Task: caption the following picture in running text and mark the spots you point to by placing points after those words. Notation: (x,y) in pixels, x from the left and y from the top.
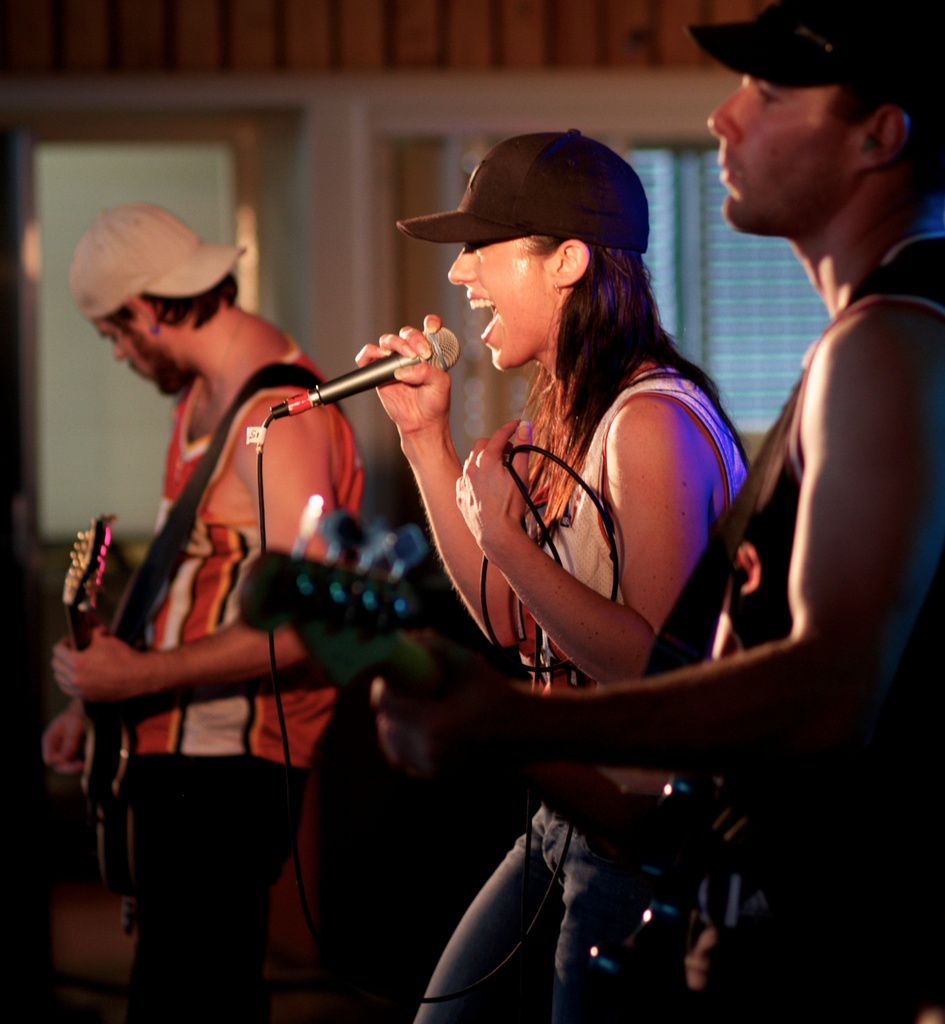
In this image, 3 peoples (645,494) are there. Right side man (785,564) and left side man (233,710) is playing a musical instrument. Middle, women (548,429) is wearing a cap (510,204), she hold a mic (450,334) and she is singing. Right side person (804,163) and left side person (184,352) also wear a cap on his head (169,373). We can see wire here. Background (381,59), we can see a glass windows (95,196) and wall (379,79).
